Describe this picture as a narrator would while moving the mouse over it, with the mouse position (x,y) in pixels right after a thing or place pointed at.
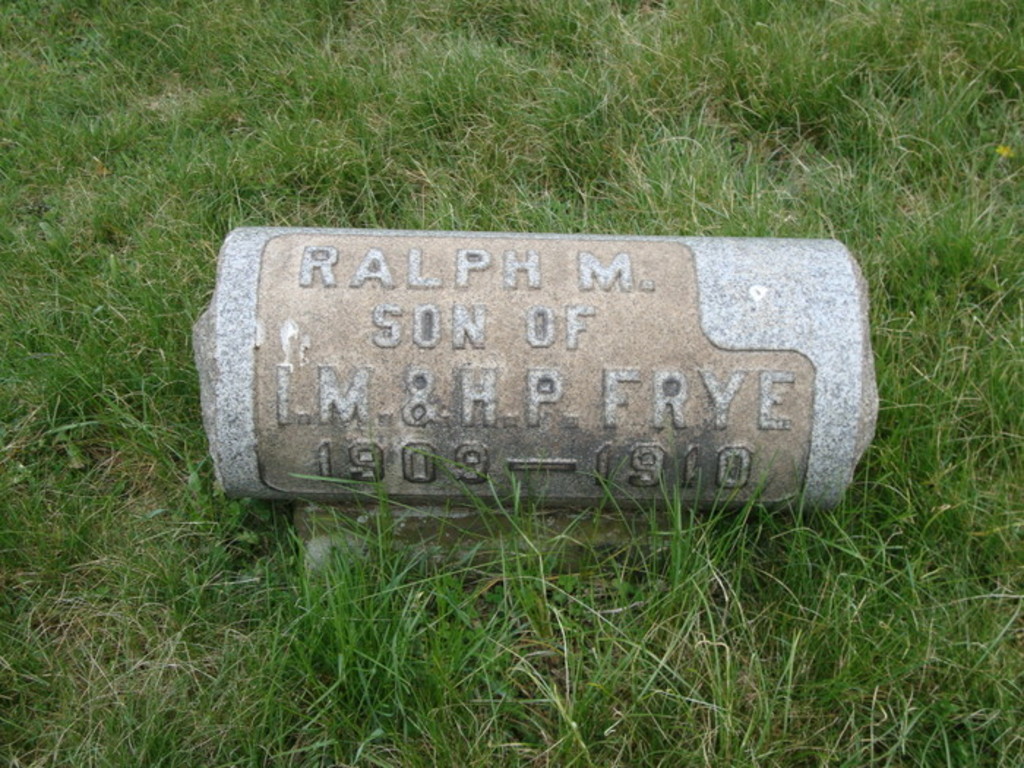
In this picture we can see an object (652,269) on the ground (551,570) and in the background (878,66) we can see the grass (364,111).
